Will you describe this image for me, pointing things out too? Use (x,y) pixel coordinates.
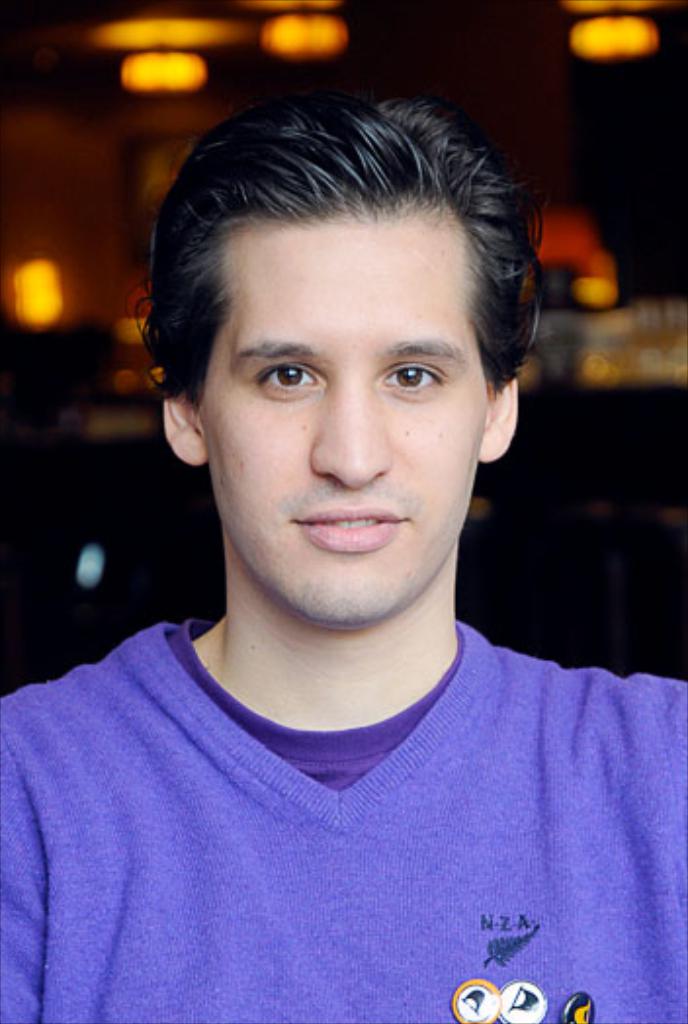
In this picture a man (349,604) is clean shave and wearing violet color dress (357,756) and hair (409,98) is black.
